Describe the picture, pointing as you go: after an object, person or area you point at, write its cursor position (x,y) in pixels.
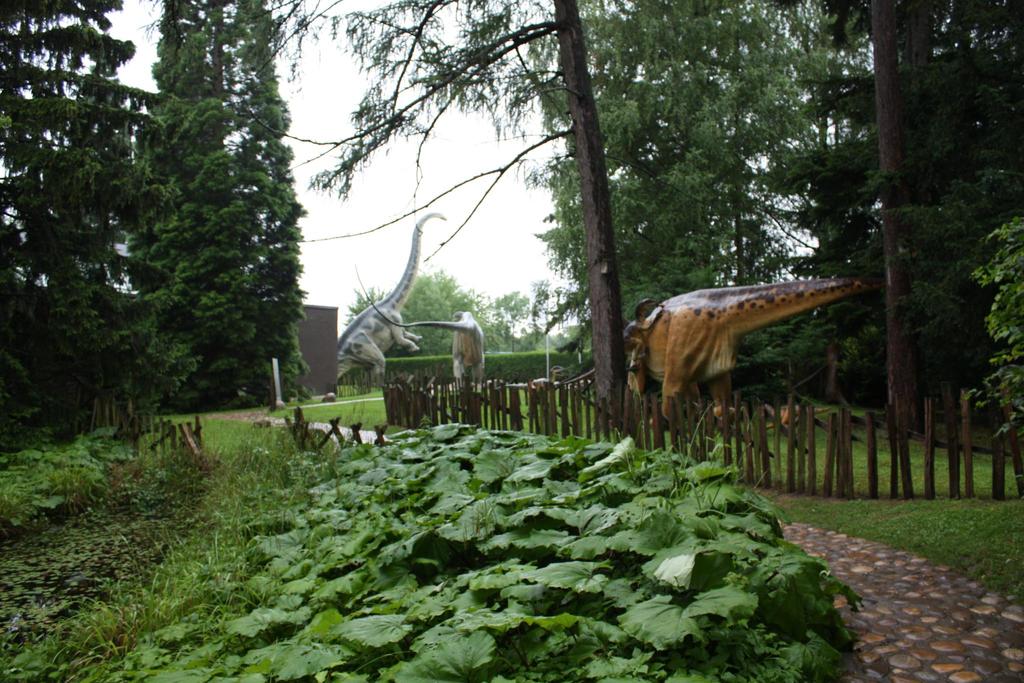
In the image I can see some sculptures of animals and around there are some trees (526,345), plants (438,630) and fencing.
